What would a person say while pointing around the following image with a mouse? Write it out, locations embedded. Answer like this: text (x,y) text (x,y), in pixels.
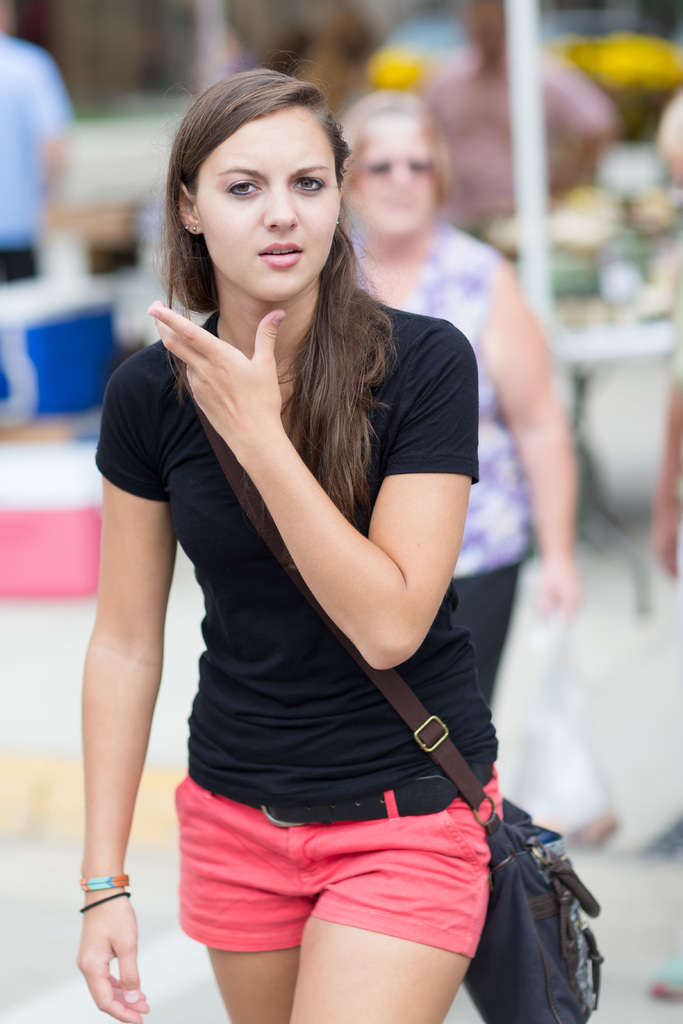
In this image we can see a person (313,563) walking and blur background (541,22).
